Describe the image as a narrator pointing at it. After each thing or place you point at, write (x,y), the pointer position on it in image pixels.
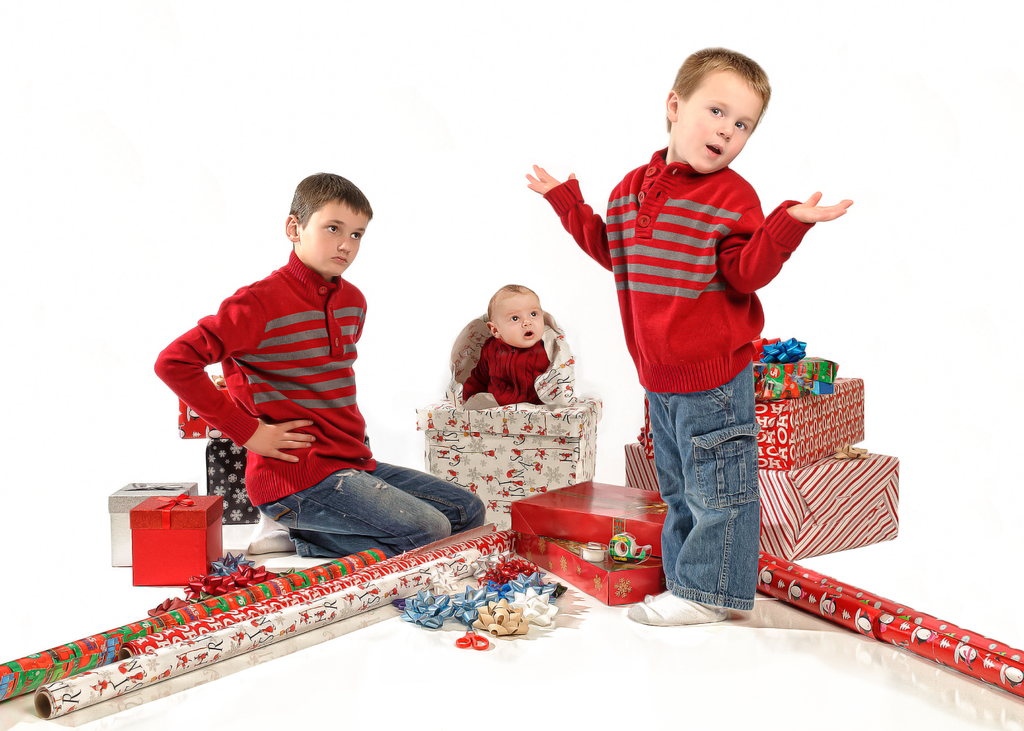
In this image we can see a child (319,365) sitting on the floor (881,549) and the other child (675,513) standing on the floor (251,536) and we can see the kid (509,364) sitting on the box (522,446). And there are boxes (171,550), threads (214,574), color papers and few objects (473,596) on the floor (608,611).
